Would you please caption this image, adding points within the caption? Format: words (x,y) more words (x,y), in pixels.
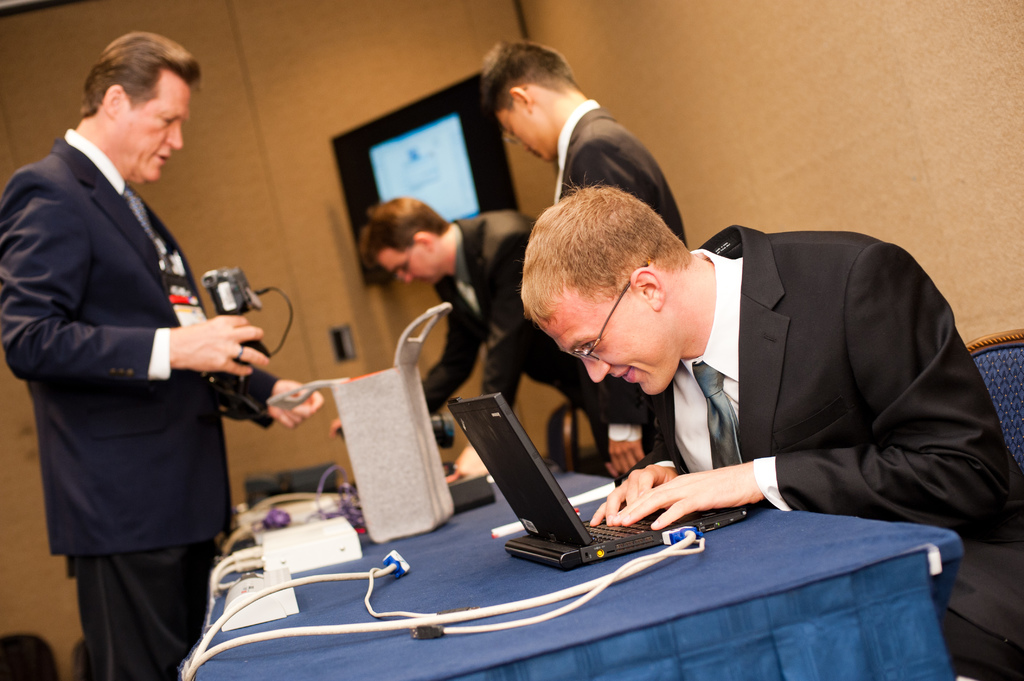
In the foreground of this image (536,608), on the table (723,636), there are cables (326,578), a laptop (543,542), marker (503,529), a bag like an object (422,508) and few objects (309,520). Around the table (815,586), on a chair (989,381), there is a man (876,435) sitting and in the background (423,309), there are men (458,264) standing, a wall (816,62) and a television (422,170).
